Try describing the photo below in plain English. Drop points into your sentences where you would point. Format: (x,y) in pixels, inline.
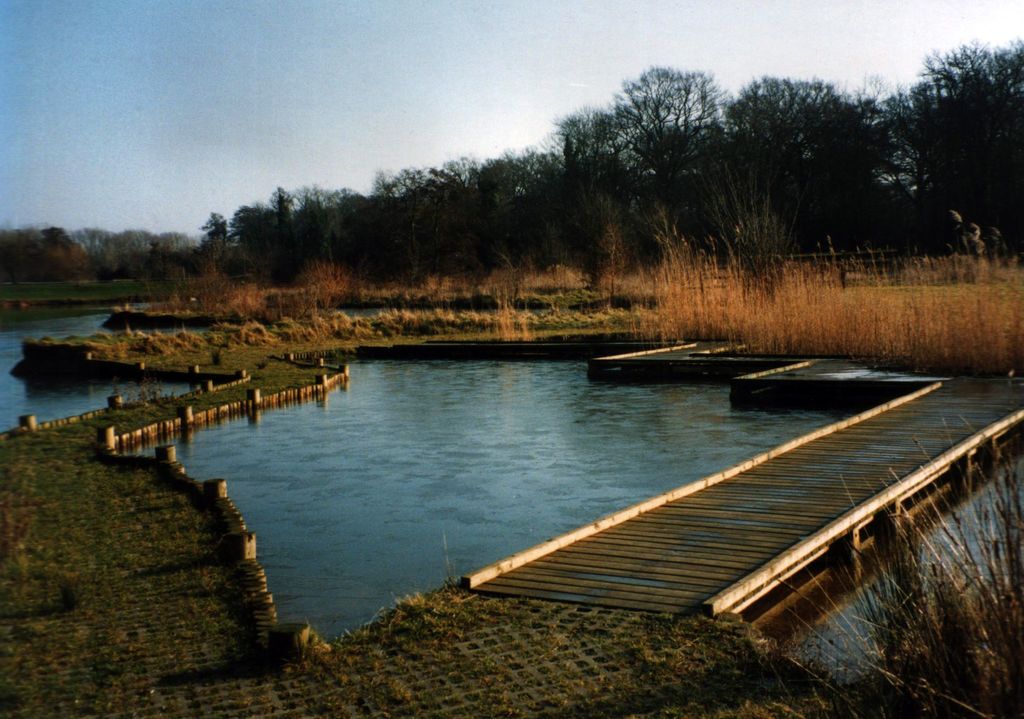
In this image I can see the wooden bridge (636,564), the ground (416,657), some grass (416,657) and the water (415,402). In the background (485,252) I can see few trees (442,212) and the sky (362,100).
